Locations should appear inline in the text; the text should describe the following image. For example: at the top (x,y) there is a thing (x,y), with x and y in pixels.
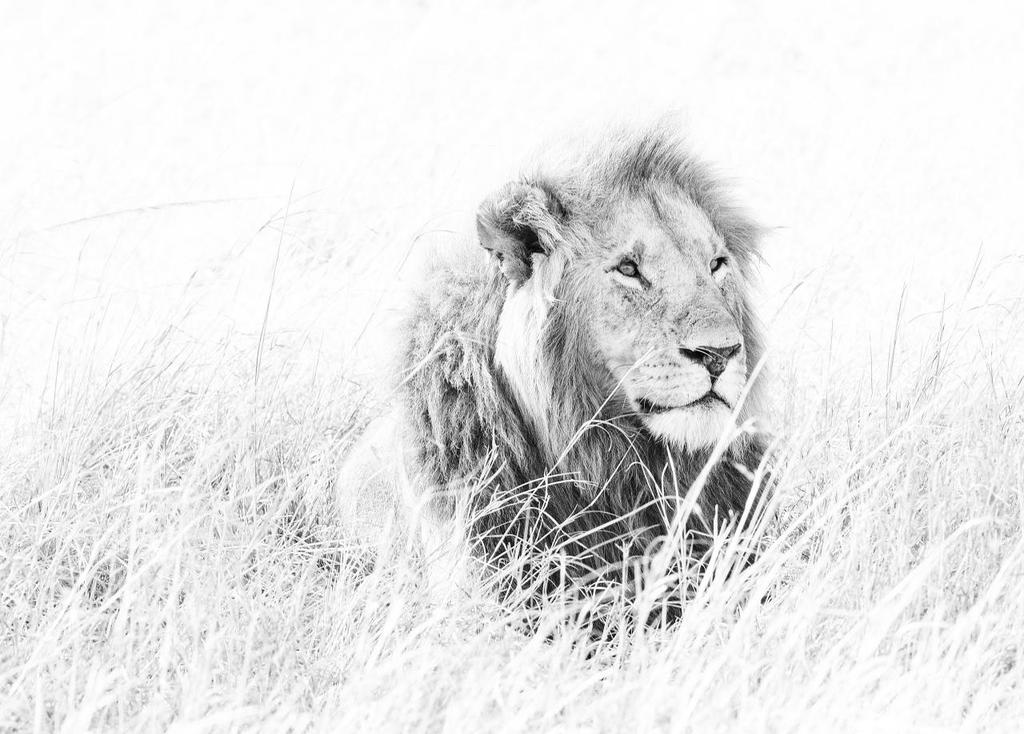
In this image we can see a lion (502,396). There is a grass (651,544) in the image.
